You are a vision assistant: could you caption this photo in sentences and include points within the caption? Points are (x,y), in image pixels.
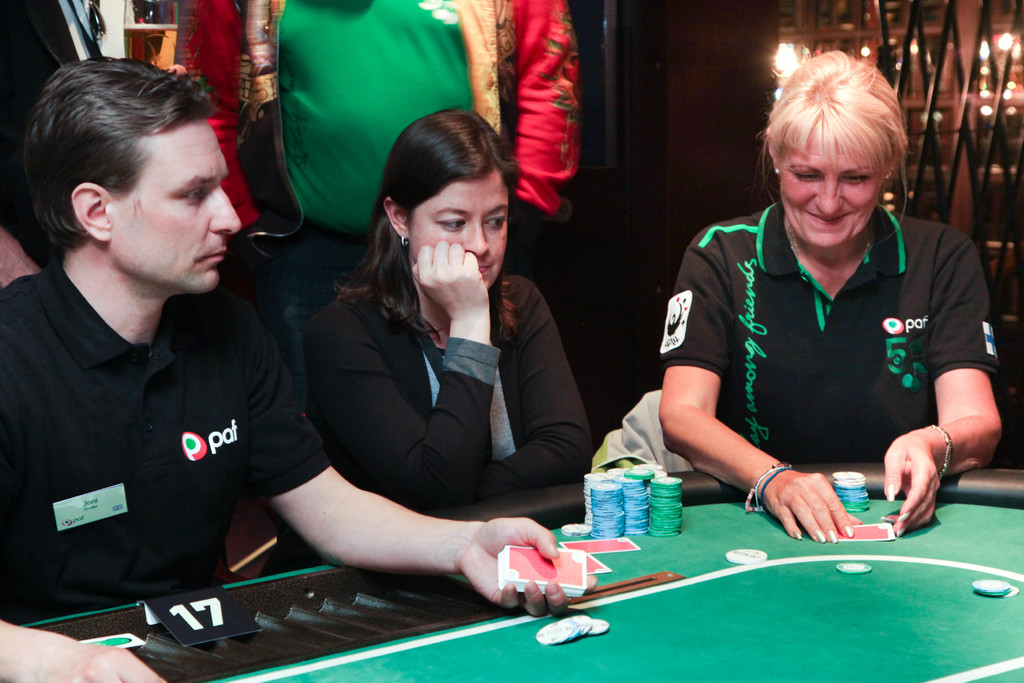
There is a table (970,555) which has coins (728,556) and cards (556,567) on it. There is a man (103,443) who is holding a cards (513,555) in his hand (481,544). And a woman (454,407) who is looking at the coins (633,498). In the background (453,34) there is another man (234,58) who is wearing a jacket (507,68) and a light (784,67) on the backside of the men (103,430).
